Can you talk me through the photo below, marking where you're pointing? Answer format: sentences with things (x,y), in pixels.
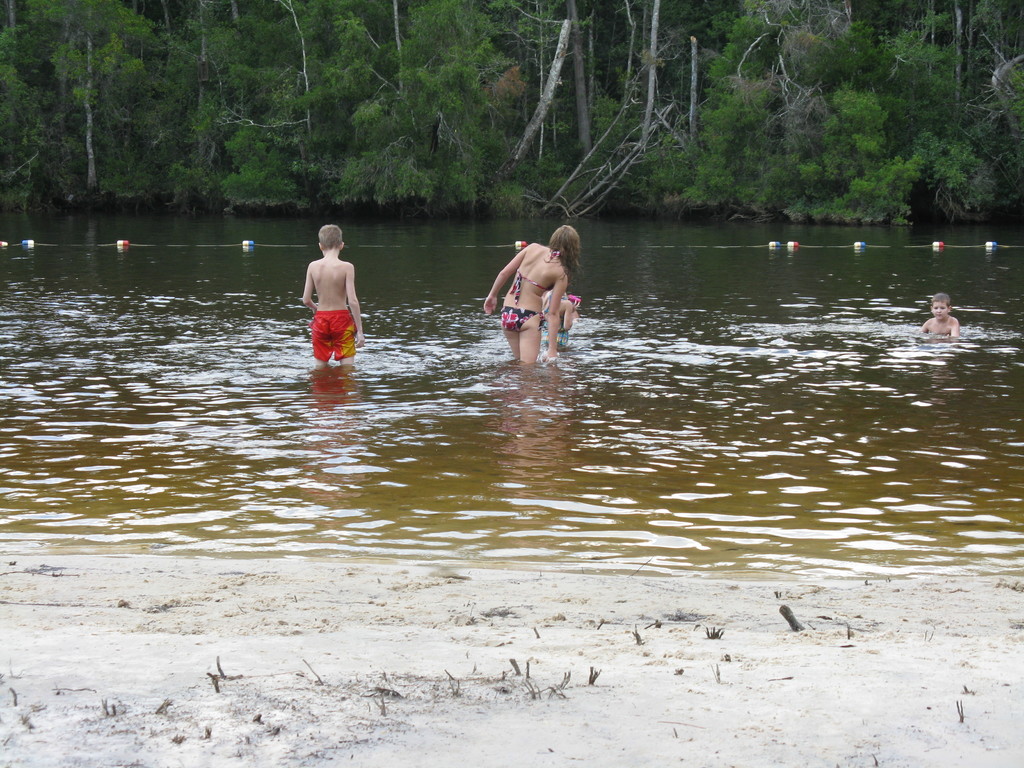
In this image there are some people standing and playing in the water (936,465), at the middle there is a holding rope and there are so many trees (493,139) at the back (127,30).
